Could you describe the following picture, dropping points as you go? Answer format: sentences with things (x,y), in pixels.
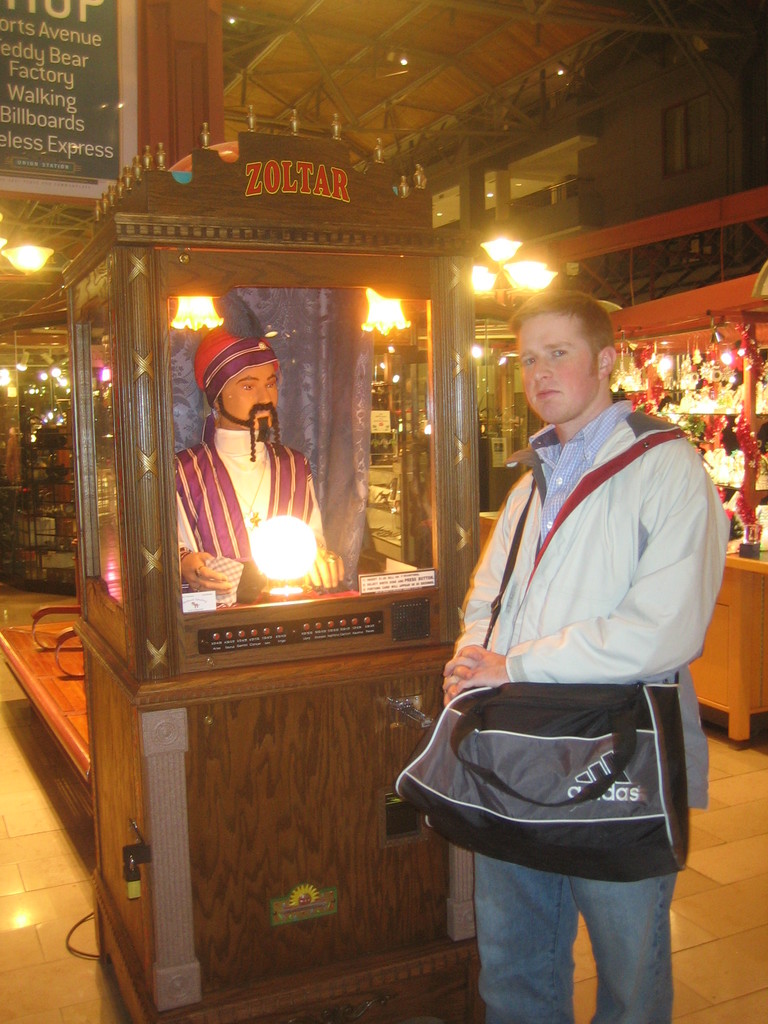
There is a person (539,570) wearing bag (495,709) is standing. Near to him there is a statue (265,431) inside a wooden box (321,302) with glass walls (385,534). Also there are lights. On the right side (745,385) there is a stall (725,298) with some items (721,393). Also there are lights (491,282). And there is a poster (74,125) with something written on that.
